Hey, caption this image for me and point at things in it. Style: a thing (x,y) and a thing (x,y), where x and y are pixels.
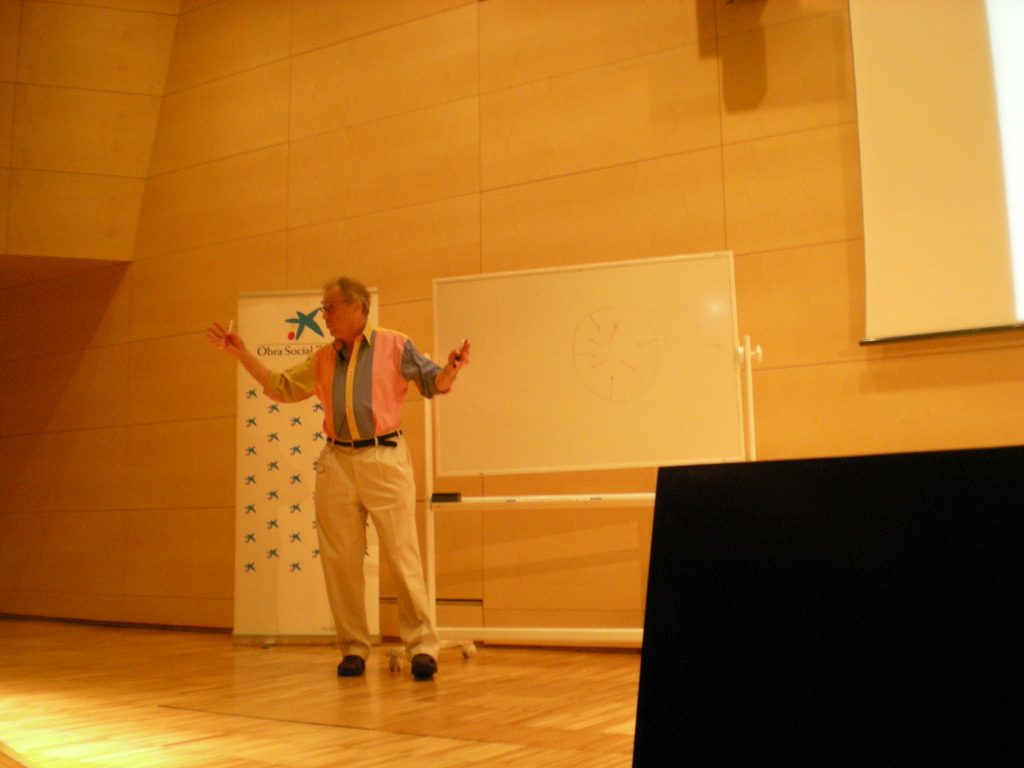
In this image, we can see a person (334,413) is standing on the floor (416,717) and holding some objects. Right side of the image (696,717), we can see some black color object (760,596). Background (725,435) we can see banner (291,473), board (608,390) with stand (553,500), wall (518,221). Here we can see a white color object (926,263).
